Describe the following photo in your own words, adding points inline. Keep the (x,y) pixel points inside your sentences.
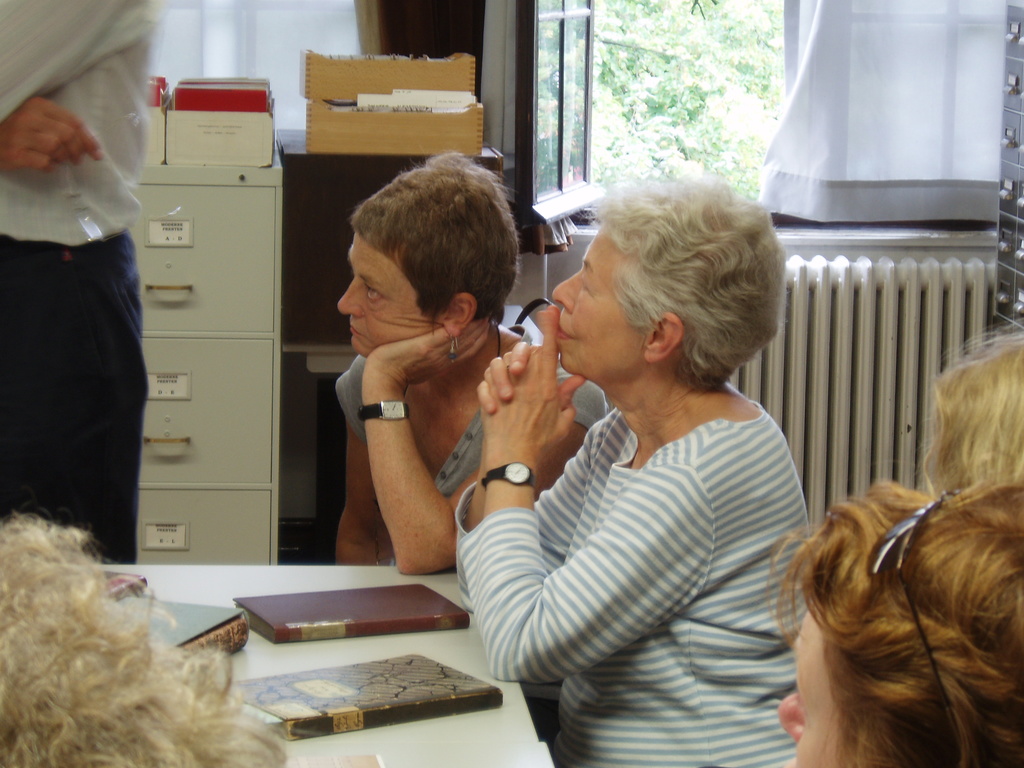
In the foreground of this image (904,646), there are head (209,701) of the persons (840,690) and in the background (436,374), there are two women (604,453) sitting near a table (438,632) on which books (294,691) are placed and also there is a man (86,304) standing, few lockers (226,219), boxes (343,123), windows (527,122), curtains (946,58) and through the window (706,104) there are trees (668,128).
